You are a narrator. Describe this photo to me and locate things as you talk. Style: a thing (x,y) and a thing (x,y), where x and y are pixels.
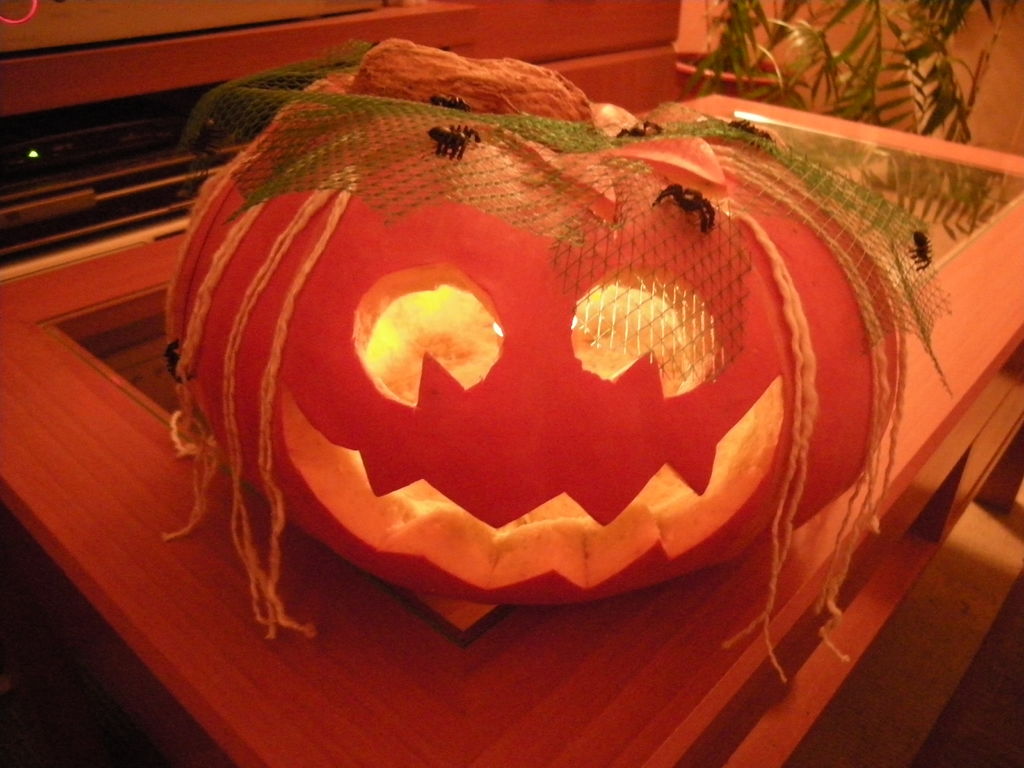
In this image there is a wooden object (660,594) towards the bottom of the image (527,702) that looks like a table (918,181), there is floor (980,642) towards the right of the image (970,564), there is a pumpkin (514,274) on the table (967,188), there is a net (473,197) on the pumpkin (736,222), there are insects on the net (771,144), there is a flower pot (730,74), there is a plant (812,36) towards the top of the image (860,26), there is a wooden object (149,62) towards the top of the image (582,38), there is a wall (1005,78) towards the top of the image (995,86), there is an object (1007,725) towards the bottom of the image (983,725).
